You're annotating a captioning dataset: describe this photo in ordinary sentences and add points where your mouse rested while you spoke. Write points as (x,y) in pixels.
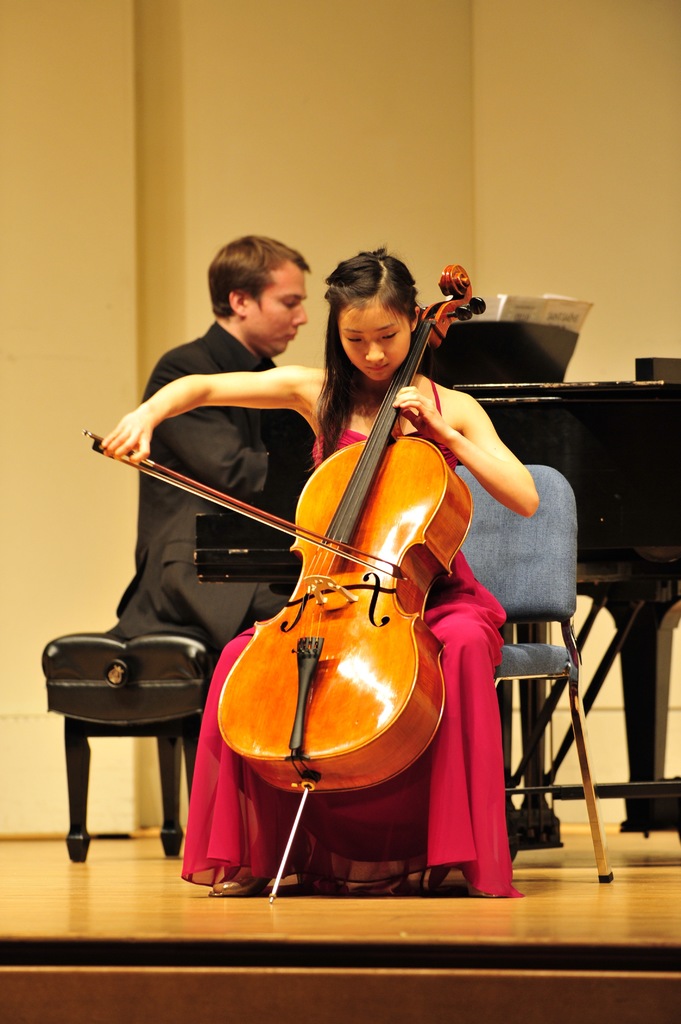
This woman (238,391) is sitting on a chair (518,573) and playing a cello (288,732). This man (257,472) is sitting on a chair (112,679) and playing this piano keyboard (217,574). This woman (411,422) wore red dress (451,682) and this man (216,359) wore black suit (192,601).
